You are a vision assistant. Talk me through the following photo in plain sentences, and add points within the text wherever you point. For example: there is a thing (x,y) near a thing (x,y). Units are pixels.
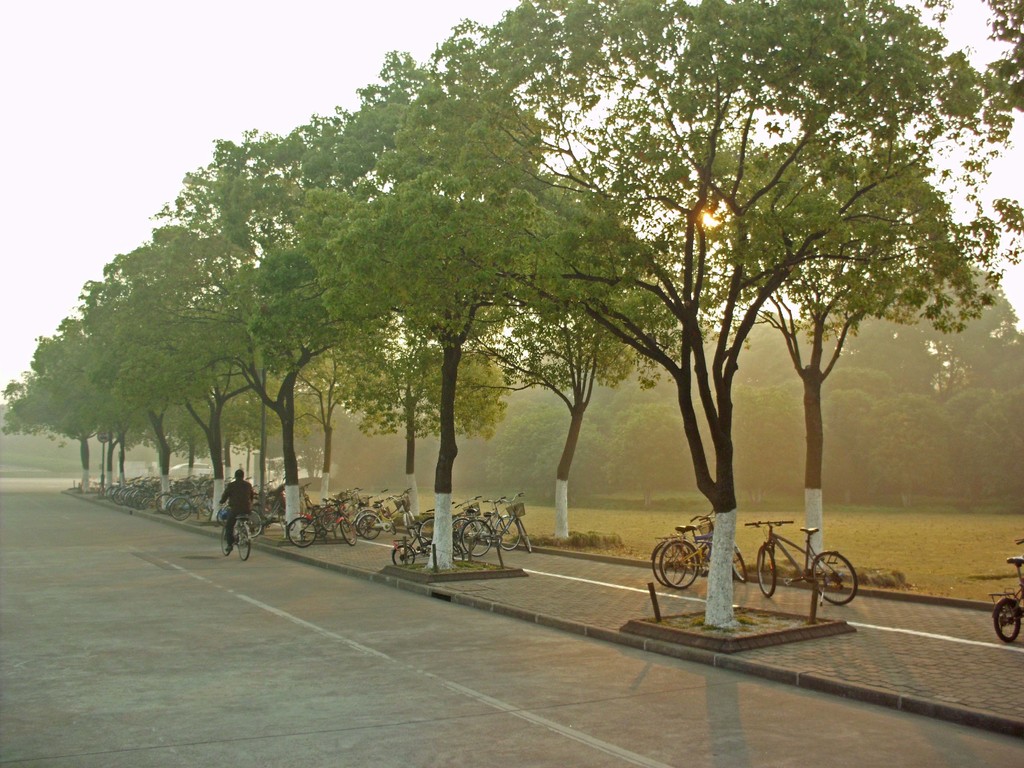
This picture is taken from the outside of the city. In this image, on the right side (902,297), we can see some trees (912,468) and bicycles (275,510) which are placed on the footpath (855,664). On the right side (950,372), we can see some trees (979,293) and plants (1011,426). In the middle of the image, we can see a man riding a bicycle (225,546). In the background (147,359), we can see some trees (186,374), plants (369,442), bicycles (368,535). At the top (121,100), we can see a sky (116,106), at the bottom (630,535), we can see a grass (630,535), road (262,644) and a footpath (554,568).
